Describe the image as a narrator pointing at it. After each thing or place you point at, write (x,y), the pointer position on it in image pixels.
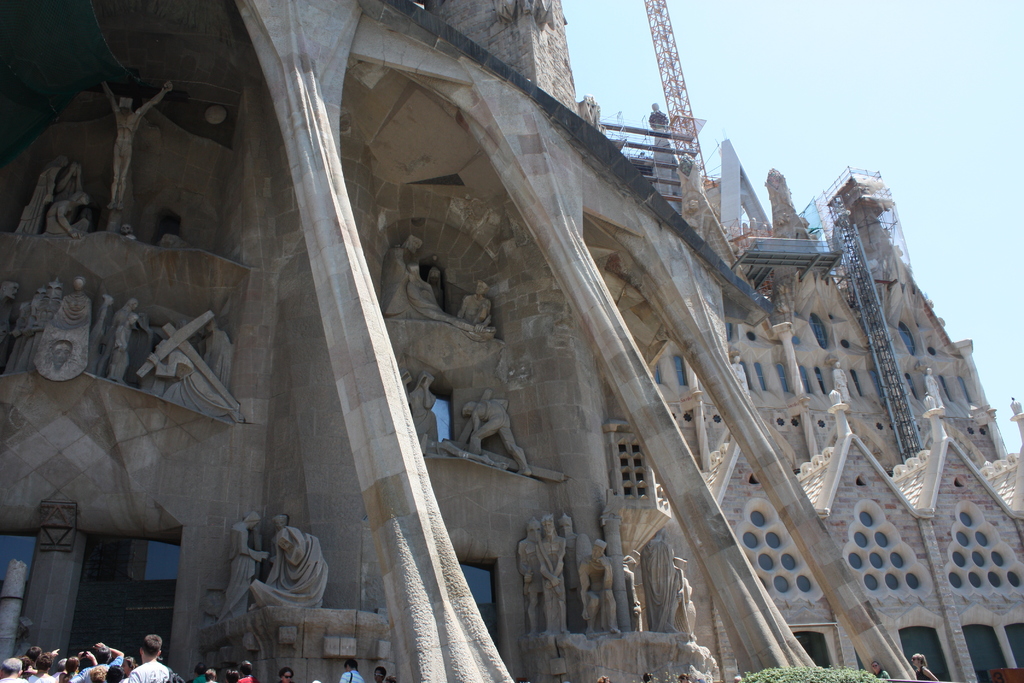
This picture is clicked outside. On the left (224,349) we can see the sculptures (118,142) of persons (650,615) and we can see the pillars (299,70) of the building (882,404). At the bottom (136,673) we can see the group of persons (103,659) and we can see the metal rods (852,236). In the background (985,42) there is a sky (761,20).
